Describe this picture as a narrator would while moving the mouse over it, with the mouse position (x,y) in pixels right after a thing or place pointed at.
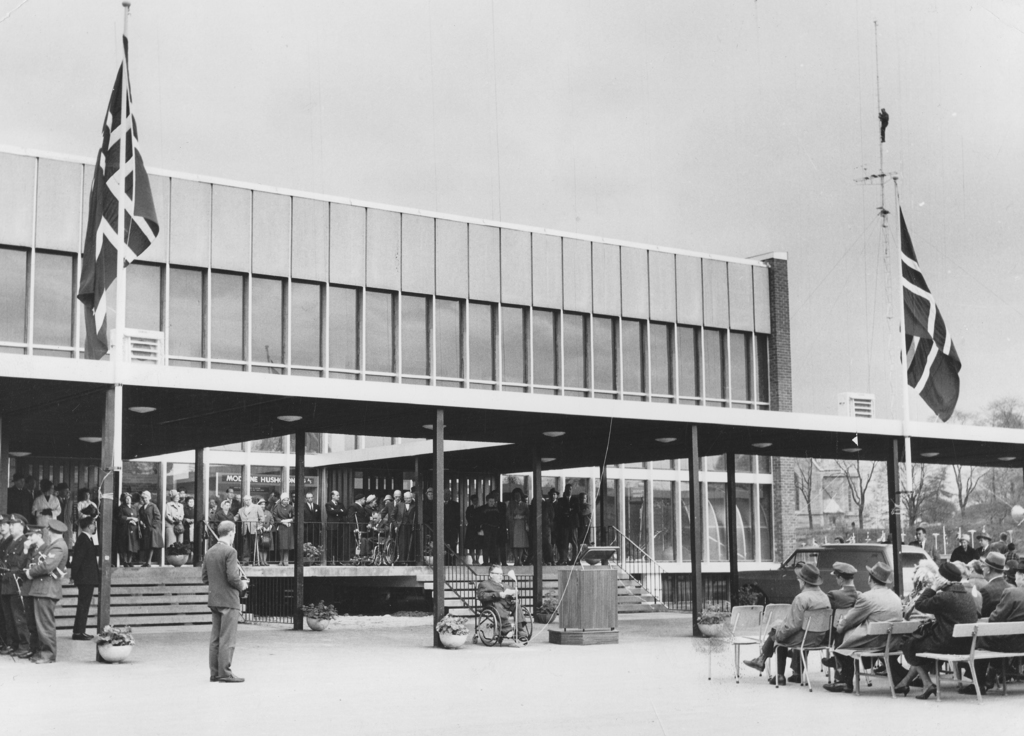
In this image there is an old black and white photograph (544,571), in the photograph (628,539) there are a few people (833,603) seated in chairs (829,649) in front of a building (128,326), there are two flags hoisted in front of the building (495,398), inside the building (260,493) there are few other people (253,510) standing, in front of them there are stairs (144,587), in front of the stairs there is a person (504,614) seated in a wheelchair (489,625), beside the person (495,613) there is dais (577,601), beside the building (634,530) there are few other buildings (823,476) and trees (877,497).
